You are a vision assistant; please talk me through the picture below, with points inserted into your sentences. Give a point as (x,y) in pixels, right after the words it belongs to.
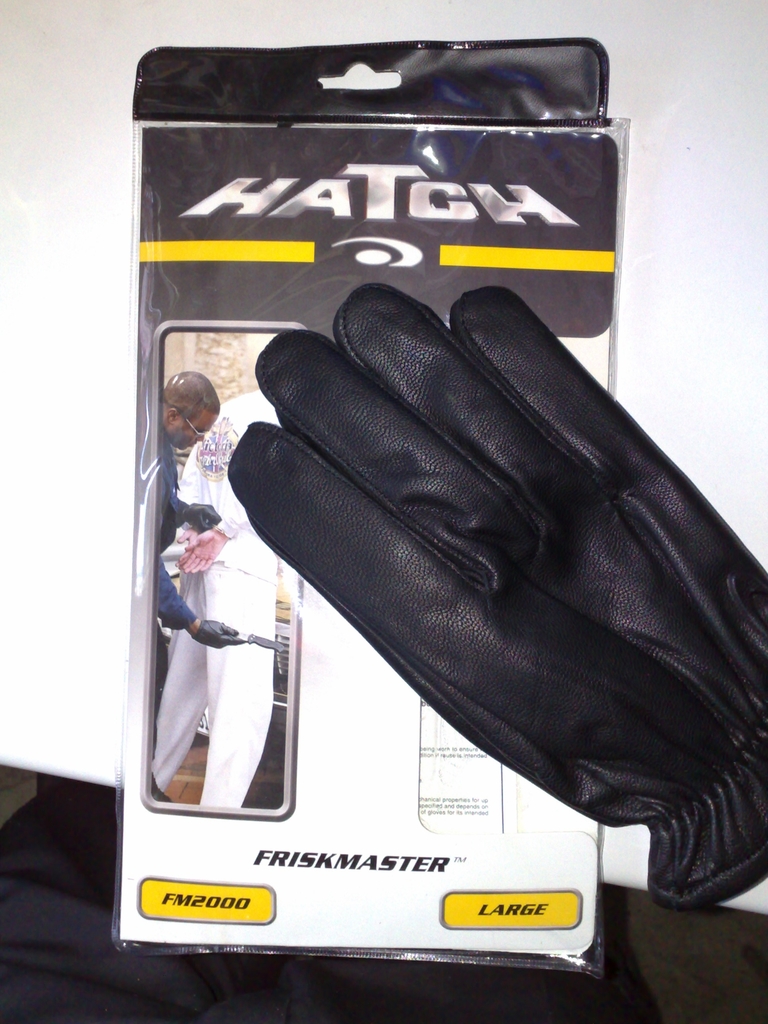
In this image there is a plastic box (227,879) and gloves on the table (647,420).
